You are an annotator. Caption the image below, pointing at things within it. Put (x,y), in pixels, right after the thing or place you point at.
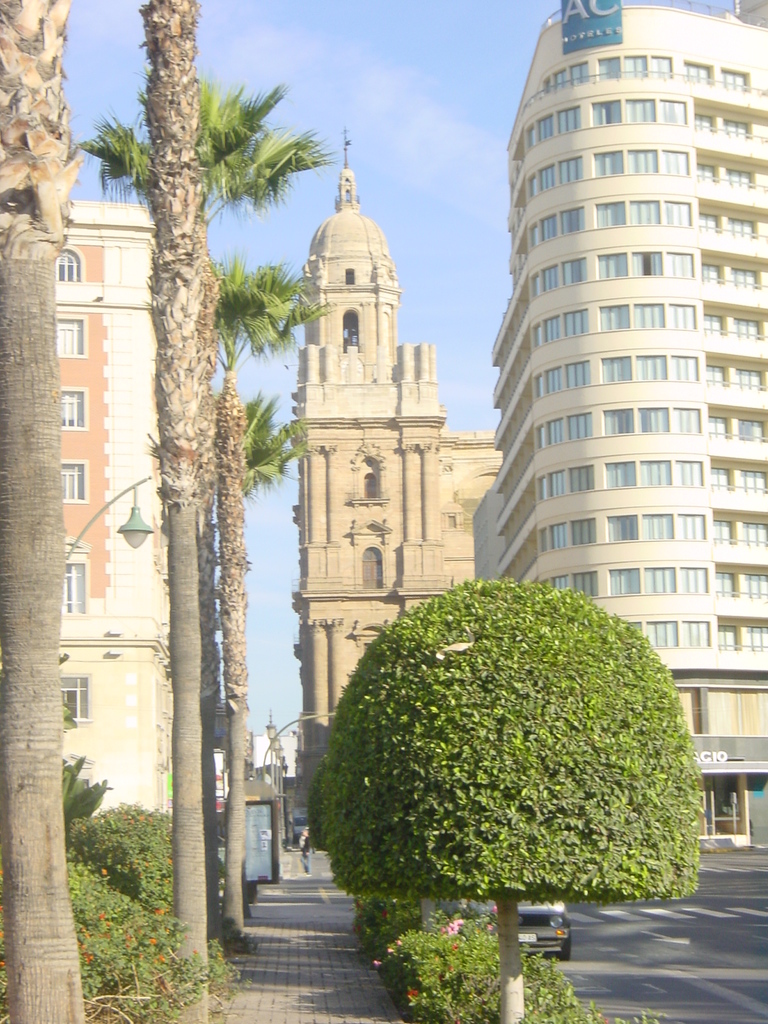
In the picture I can see buildings (344,537), plants (232,932) and trees (36,587). In the background (646,952) I can see a vehicle (559,955) on the road (588,937) and the sky (310,227).
